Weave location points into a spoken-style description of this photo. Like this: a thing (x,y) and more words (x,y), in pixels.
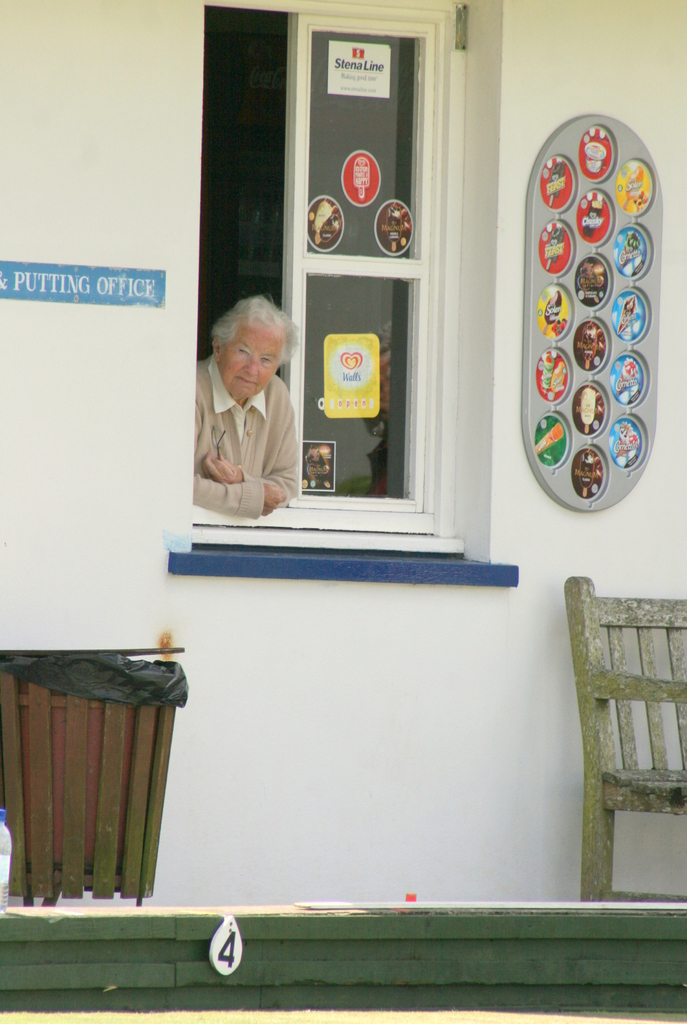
At the bottom (81,795) I can see a dustbin (83,786) and a chair (625,738) on the fence (348,932). In the background (575,882) I can see a wall (321,584), window (396,367) and a person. This image is taken during a day.
